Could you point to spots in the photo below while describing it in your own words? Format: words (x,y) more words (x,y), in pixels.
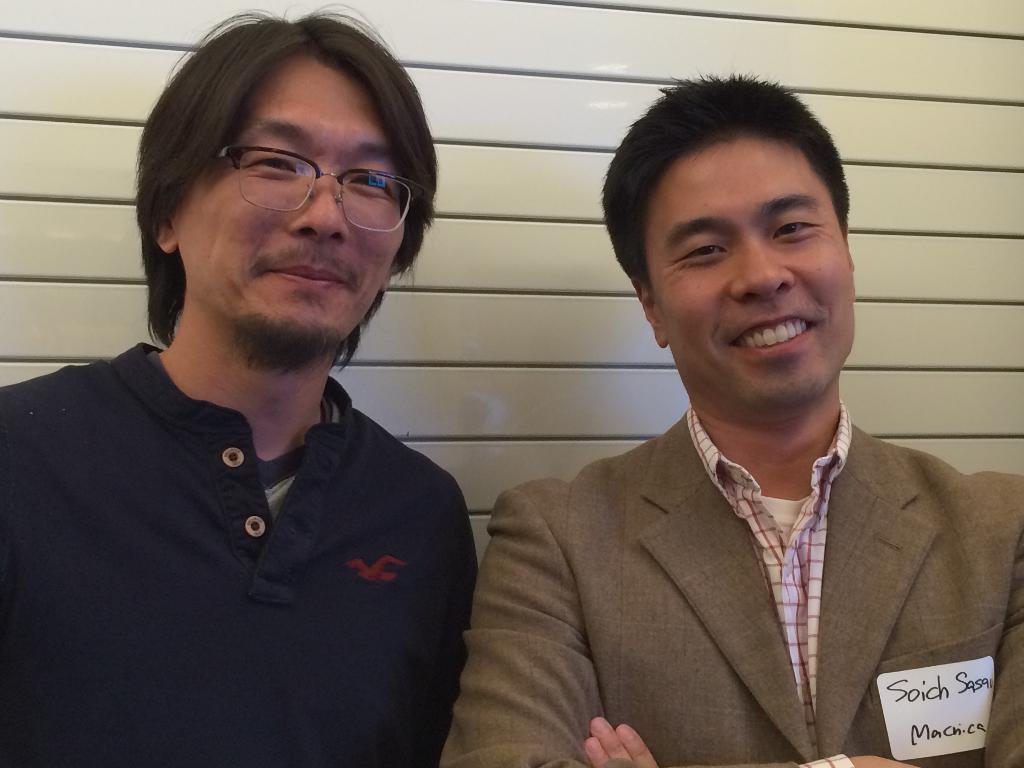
In this image I can see two people (1008,608) standing and posing for the picture. The person (878,515) standing on the right hand side (881,689) is wearing a suit (886,661) with a label (963,706) with some text (955,695) on his pocket (953,691).
